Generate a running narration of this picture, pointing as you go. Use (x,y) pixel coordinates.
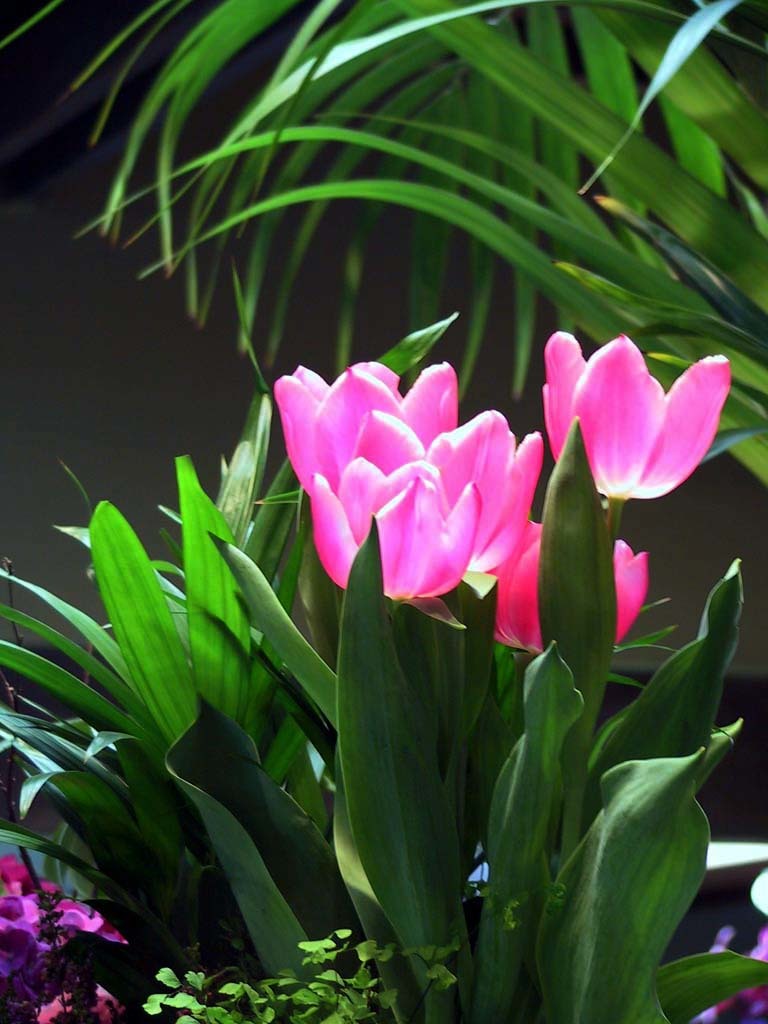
In this picture we can see plants (598,650) and flowers (377,500). In the background of the image (115,381) it is dark.
